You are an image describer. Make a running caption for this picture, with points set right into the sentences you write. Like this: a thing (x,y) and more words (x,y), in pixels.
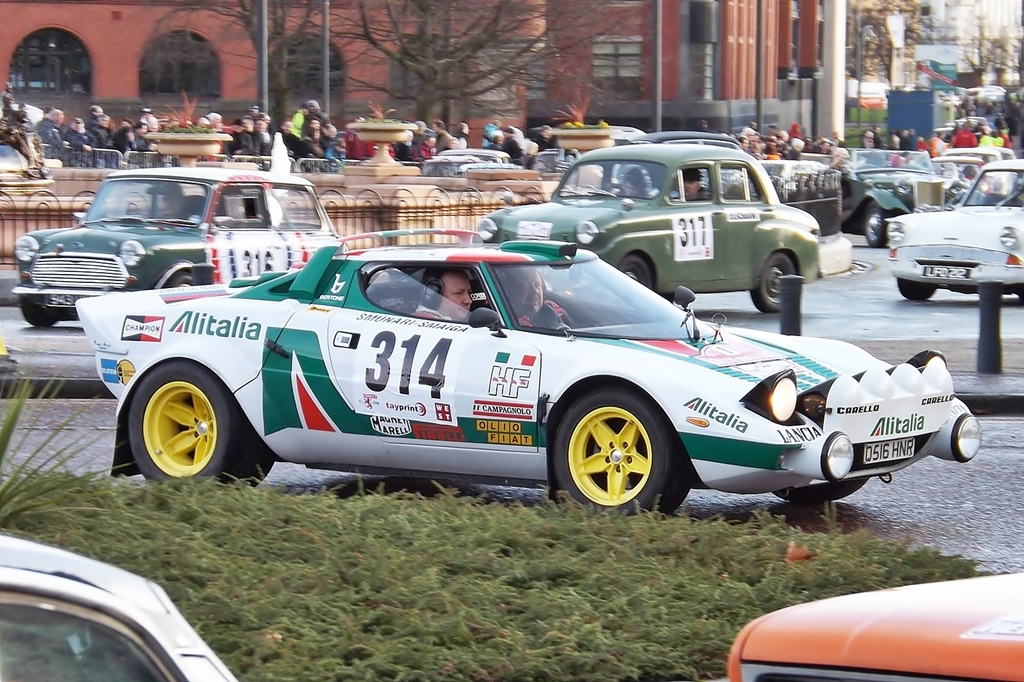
In this image we can see many vehicles (456,252) on the road (994,455). At the bottom (341,556) we can see plant (198,513) and grass (446,588). In the back (143,154) there are railings (405,194). Also there are people (54,113). And there are pots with plants (178,125). And there is a building (321,54) with arches (174,48) and pillars (837,44). Also there are trees (887,32).
